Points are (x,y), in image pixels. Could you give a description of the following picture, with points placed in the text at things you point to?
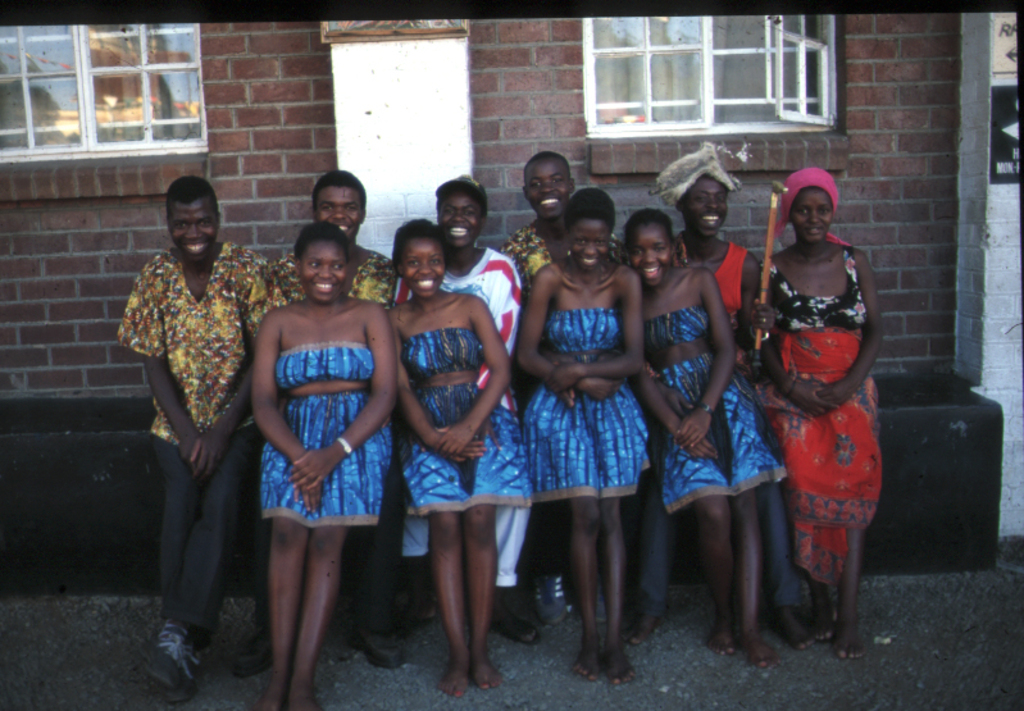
In this image we can see few people (600,363) standing in front (489,320) is a building (656,96) and there are windows (715,81) to the wall (373,113) of a building (512,118).
